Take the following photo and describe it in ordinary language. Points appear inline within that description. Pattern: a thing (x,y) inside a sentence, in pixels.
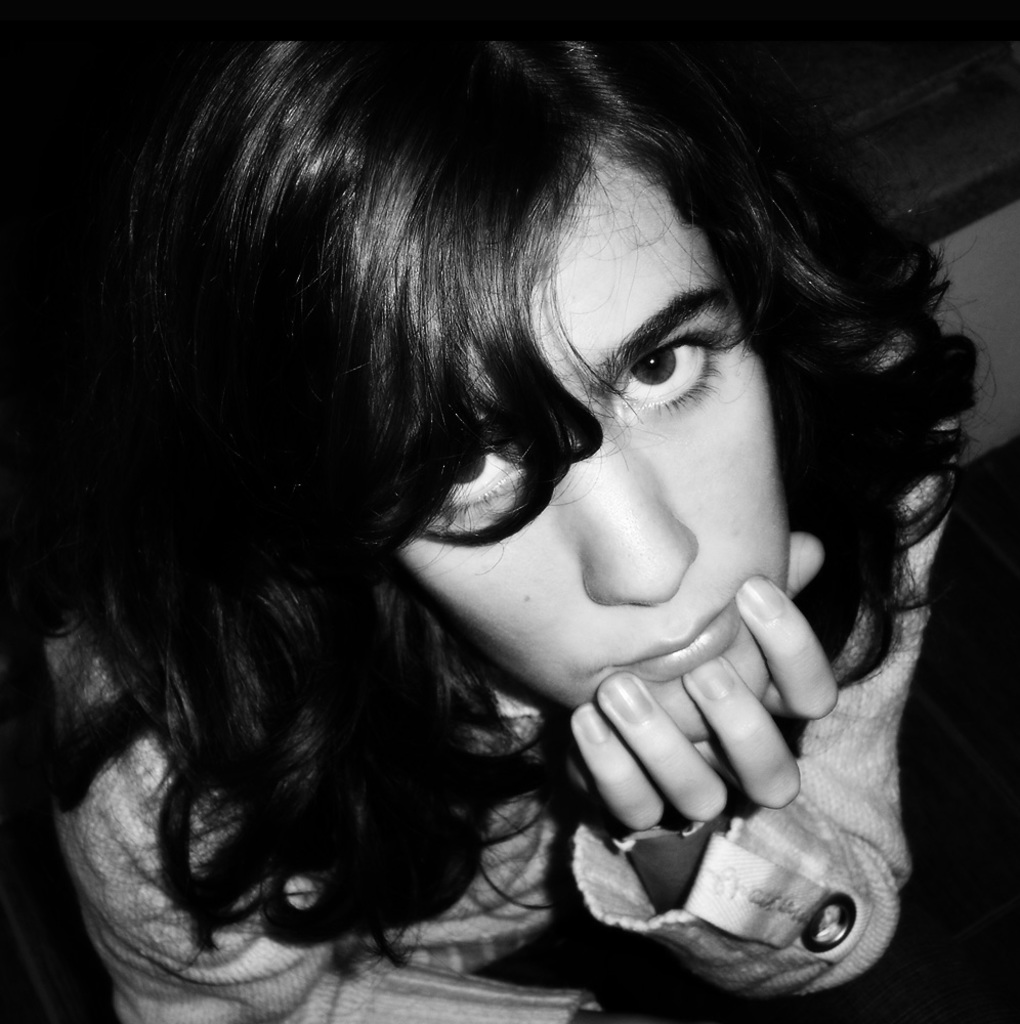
It is the black and white image of a girls face (609,497).
